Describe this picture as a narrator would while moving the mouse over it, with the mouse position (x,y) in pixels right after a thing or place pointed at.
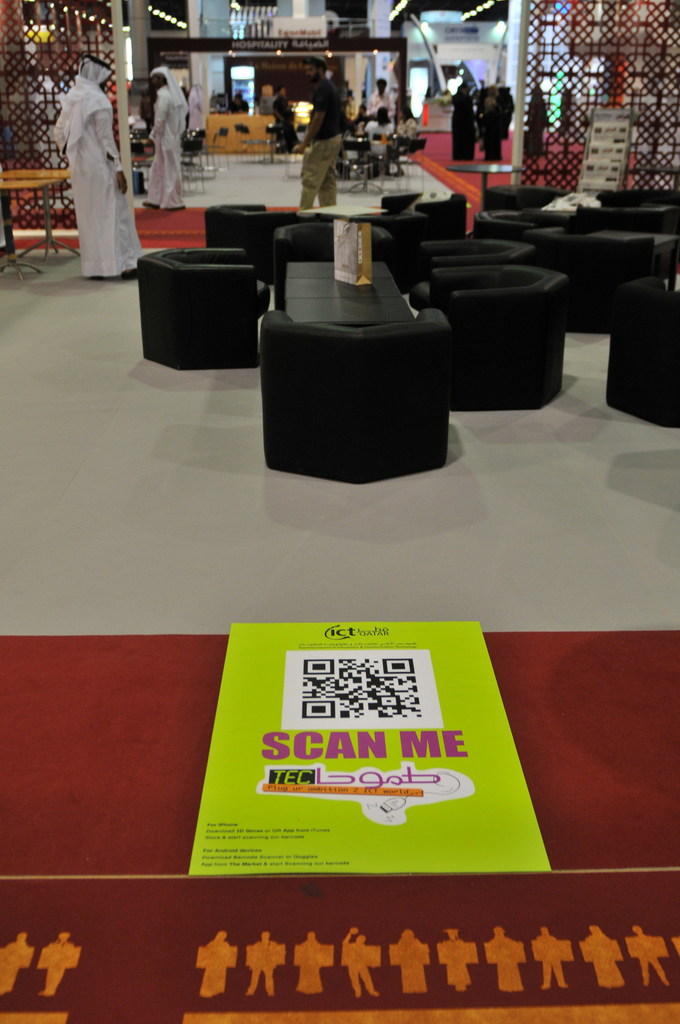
In the image we can see group of persons (325,147) were standing. In the center (322,407) we can see tables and chairs (383,408). In front (514,843) bottom we can see floor (458,942), on floor (484,937) we can see paper (477,829). And coming to background (311,31) we can see building (215,19), light (303,113), few empty chairs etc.
